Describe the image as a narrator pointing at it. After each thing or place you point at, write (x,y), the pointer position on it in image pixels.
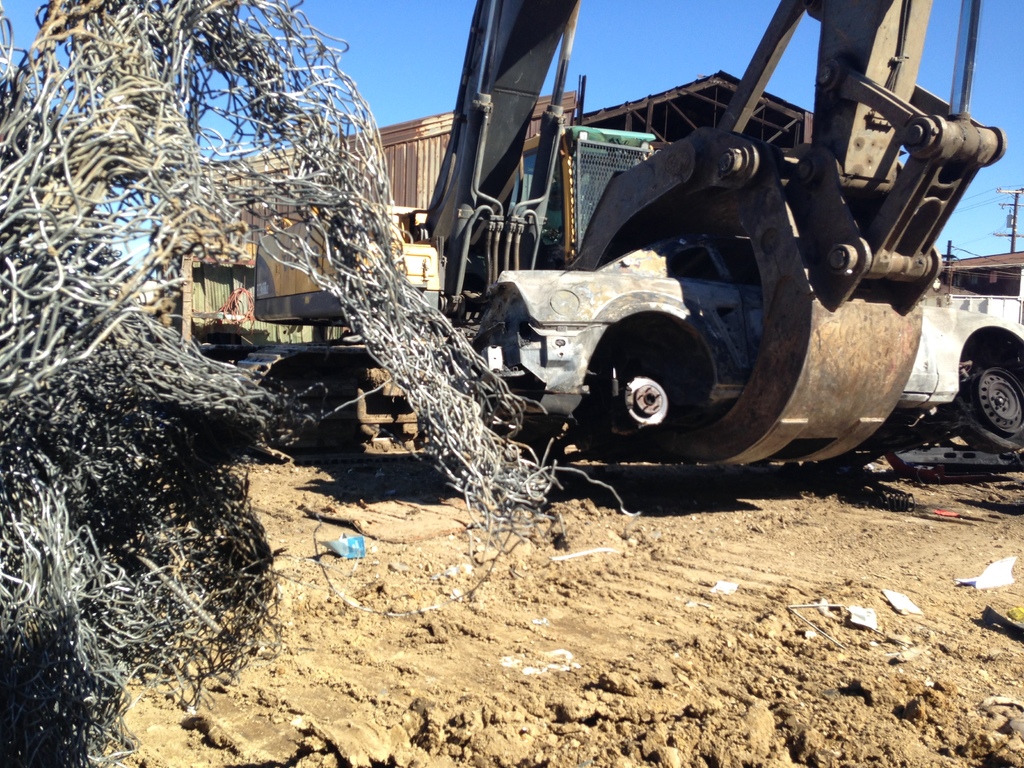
In this image there is the sky (663,43) truncated towards the top of the image (631,32), there is a pole (1015,224) truncated towards the right of the image (1011,206), there are wires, there is a vehicle (733,317) truncated towards the right of the image (705,268), there is soil (596,741) truncated towards the bottom of the image (517,693), there are objects (339,541) on the soil (318,480), there is an object (110,332) truncated towards the left of the image (67,418).
